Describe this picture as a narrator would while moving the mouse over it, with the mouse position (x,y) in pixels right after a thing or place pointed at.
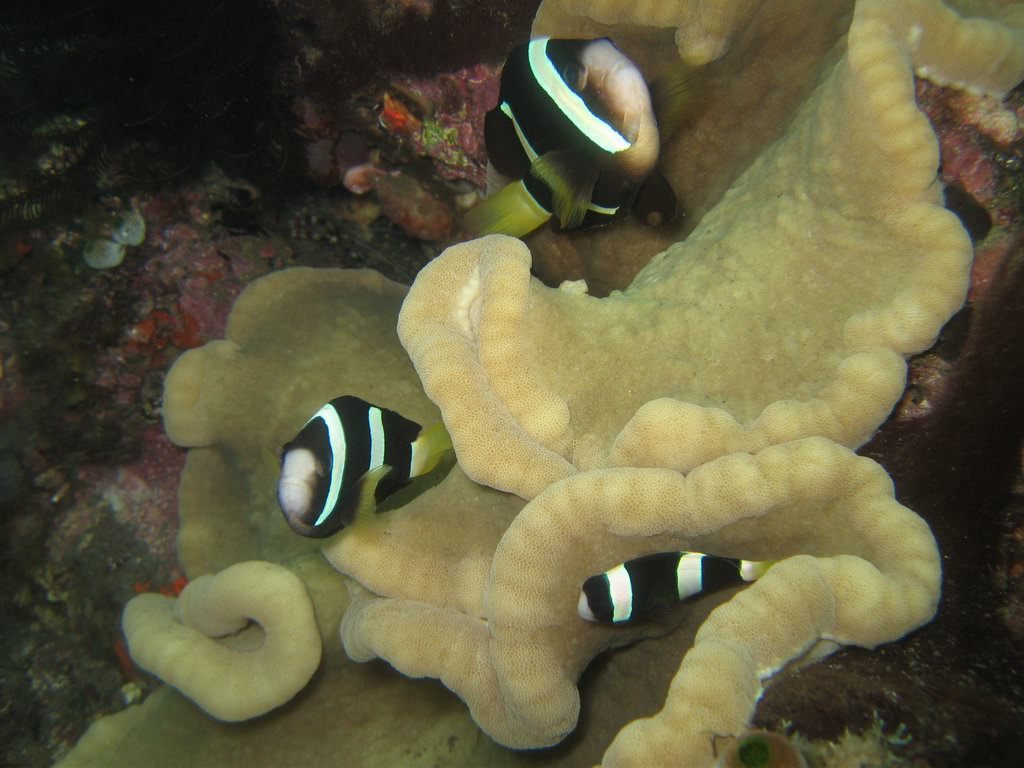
In this picture, we see the fishes (334,453) are swimming in the water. We see the stony corals (535,374). Beside that, we see aquatic plants (420,199).
